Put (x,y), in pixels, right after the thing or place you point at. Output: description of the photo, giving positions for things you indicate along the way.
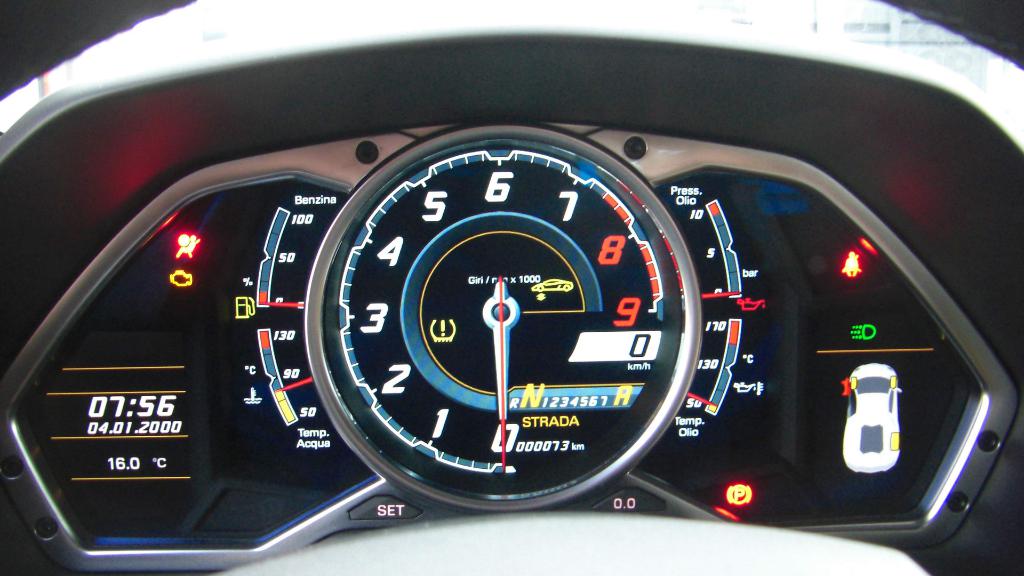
In the middle of the image (630,252), there is a speedometer (321,261) having a red color needle (502,281), white color numbers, red color numbers (608,241), text (575,418) and a car symbol (564,289). On the left side (242,314), there is a screen (167,269), on which there is a light (188,244), timer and temperature reading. On the right side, there is a car symbol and there are lights (848,262).
